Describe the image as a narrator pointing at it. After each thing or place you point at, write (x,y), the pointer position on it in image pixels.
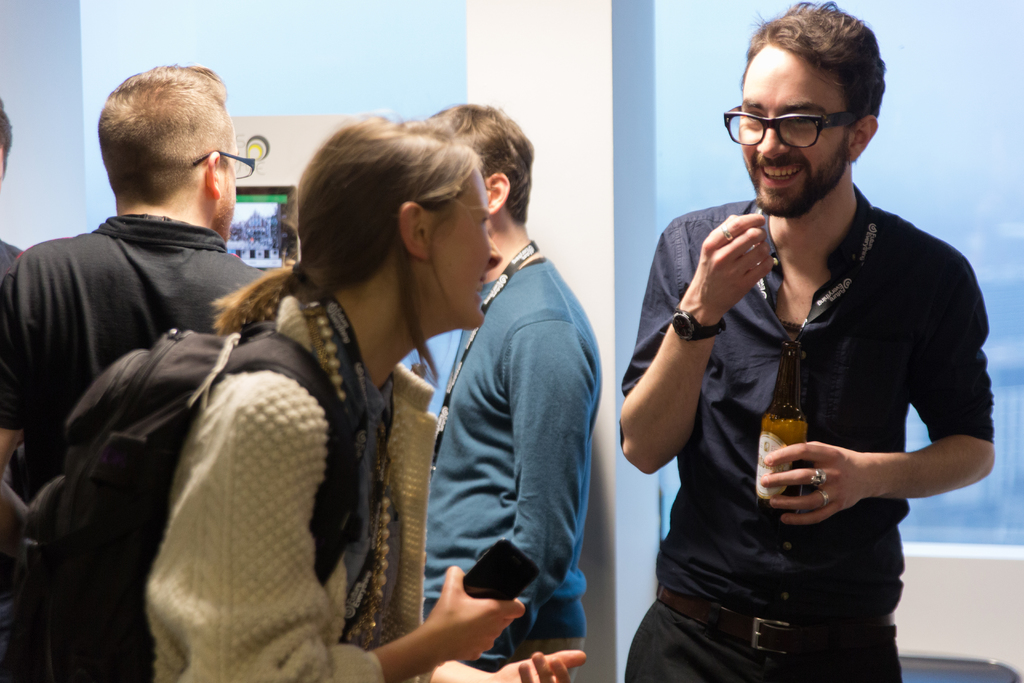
In this picture we can see five people (2,245), two people (764,142) are smiling, pillar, poster (289,148), bag (185,427), bottle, mobile (496,550), some objects (252,214) and in the background (915,132) we can see the glass (884,189).
